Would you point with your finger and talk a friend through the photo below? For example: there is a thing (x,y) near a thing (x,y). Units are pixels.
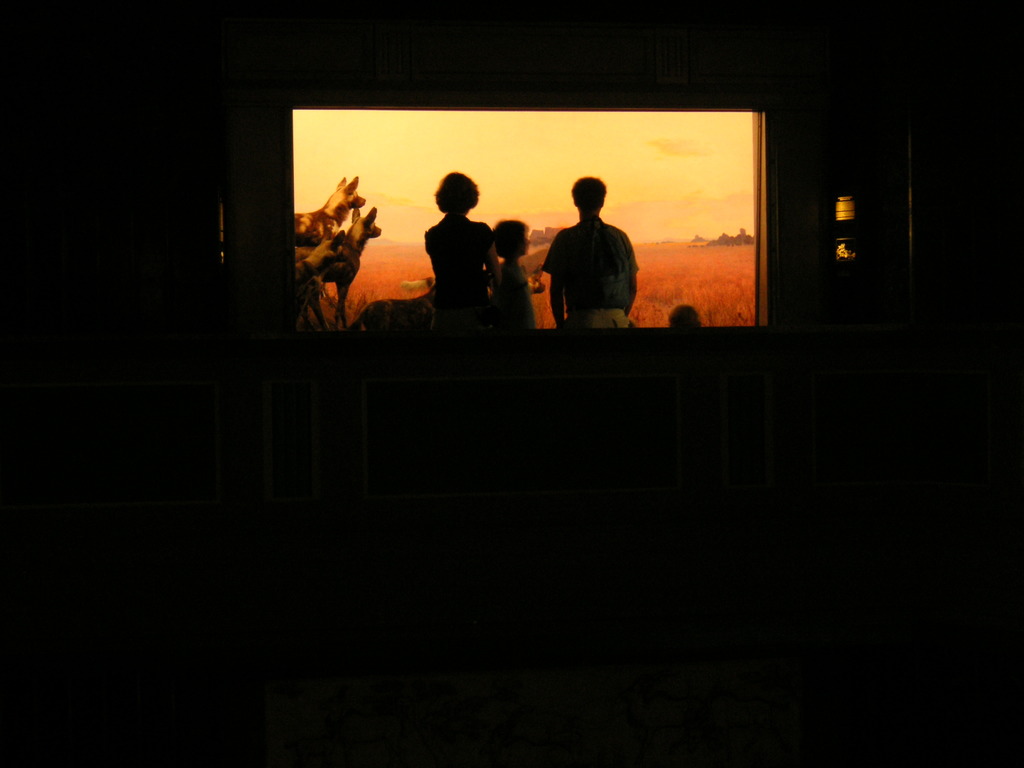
In this picture I can see a screen (734,325) displaying few people (441,229), animals (374,317) and I can see dark surroundings (503,346).
